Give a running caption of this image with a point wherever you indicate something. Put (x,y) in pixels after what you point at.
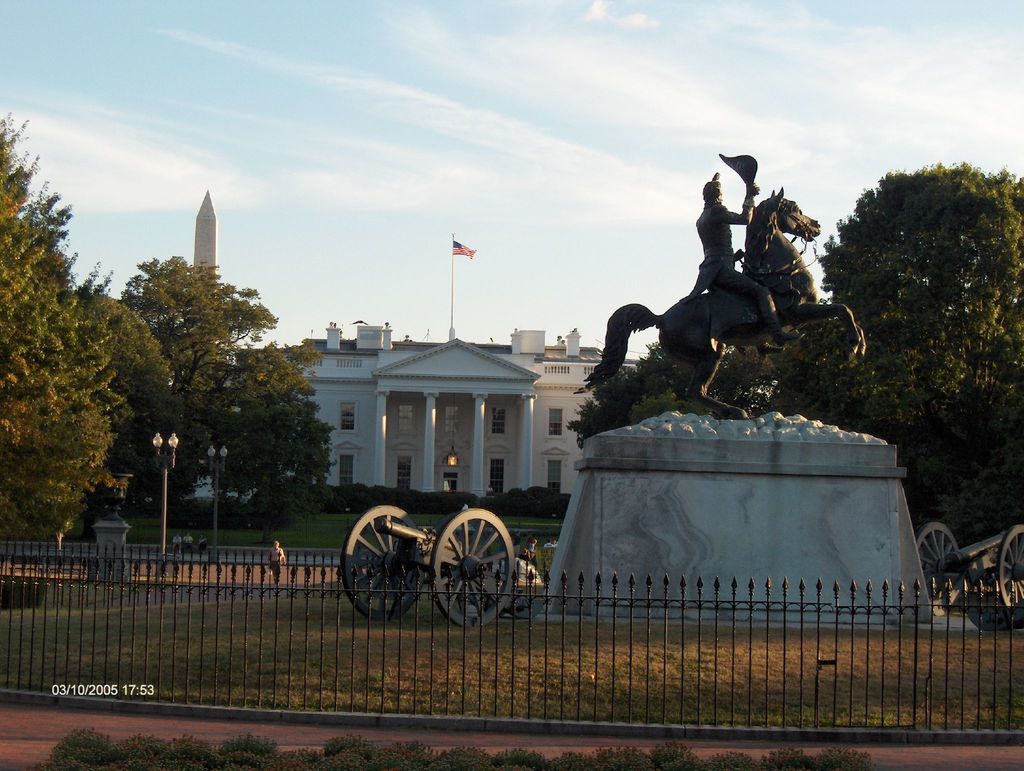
In this picture we can see some grass (168,693) on the ground (11,628). There is some fencing (640,598) from left to right. We can see cannons (384,508). There is a statue (617,506). Few street lights (165,539), trees (267,439) and a flag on a building (503,433) is visible in the background (473,415). Sky (484,272) is blue in color and cloudy.
